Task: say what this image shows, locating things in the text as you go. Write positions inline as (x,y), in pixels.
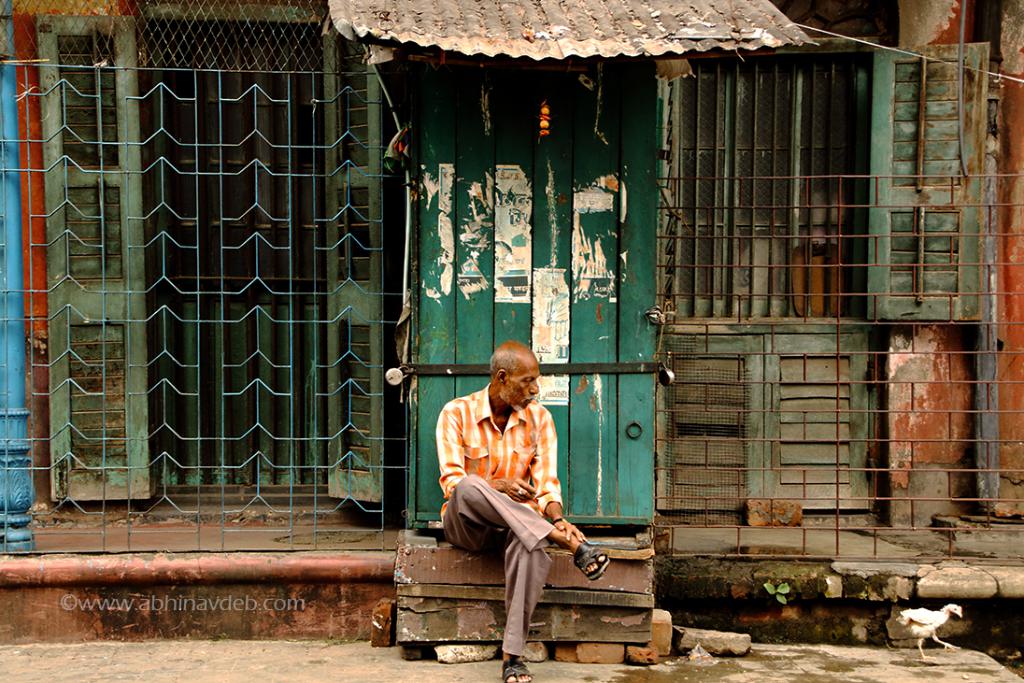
In this image we can see a house (486,299) with roof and doors (601,280). We can see a person (524,669) in front of the door (454,351). On the right side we can see a hen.
